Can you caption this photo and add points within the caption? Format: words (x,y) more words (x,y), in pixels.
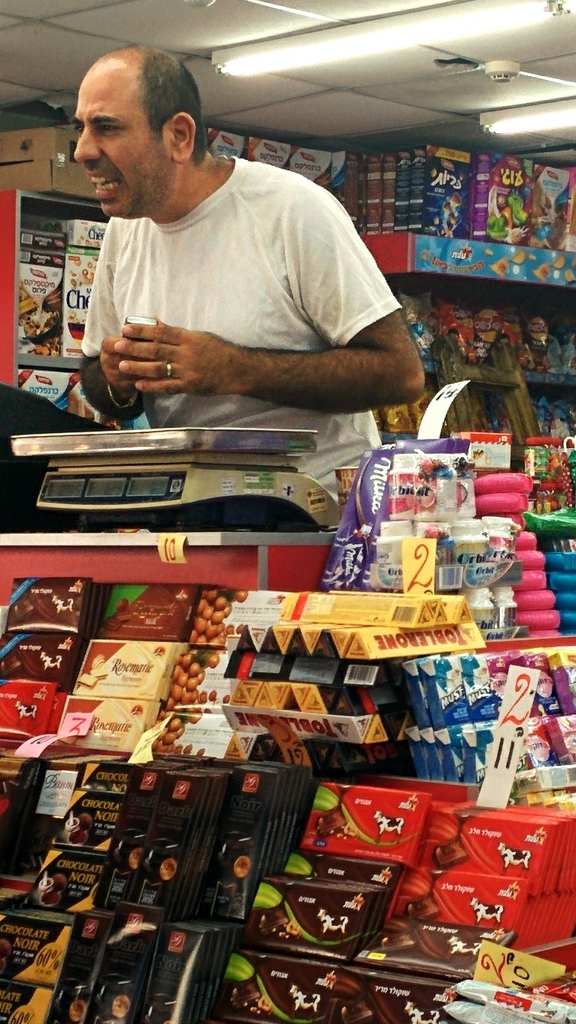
In this image, we can see a man (213,294), there is a measuring machine (75,490), we can see some products (478,521).
